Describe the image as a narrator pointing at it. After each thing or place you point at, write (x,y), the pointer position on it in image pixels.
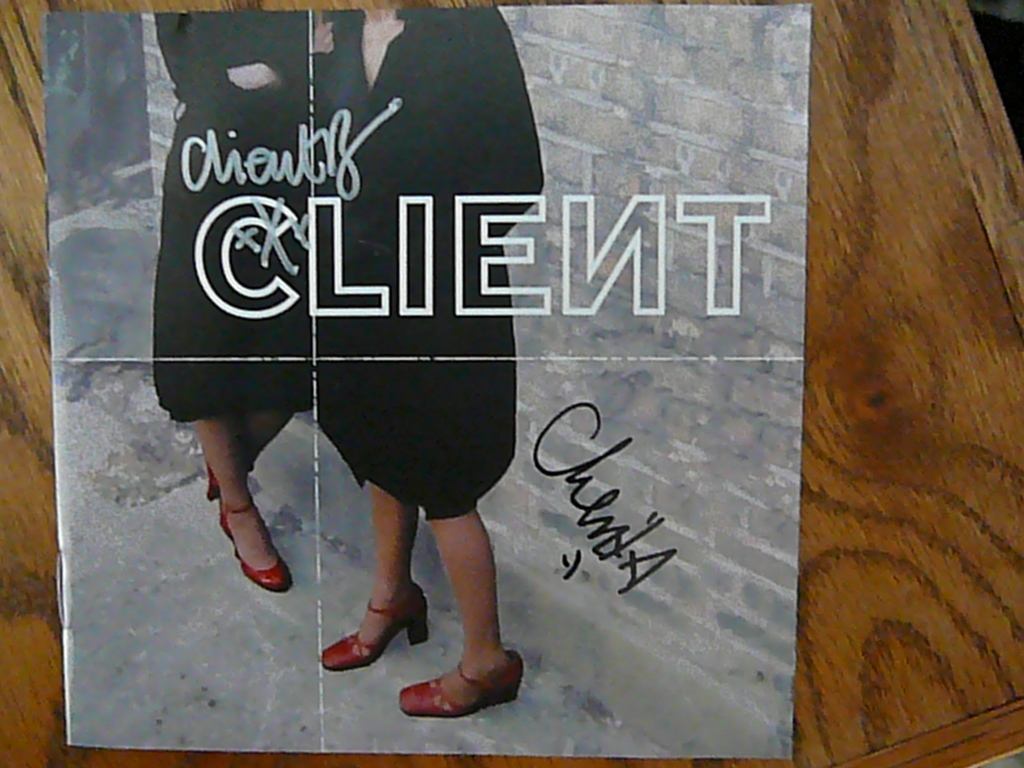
In this image, we can see a table (987,635), on the table (979,633), we can see a poster (495,503), on the poster (354,152), we can see two women (413,171) wearing a black dress (385,174), we can also see some text (207,153) written on the poster (688,330).
